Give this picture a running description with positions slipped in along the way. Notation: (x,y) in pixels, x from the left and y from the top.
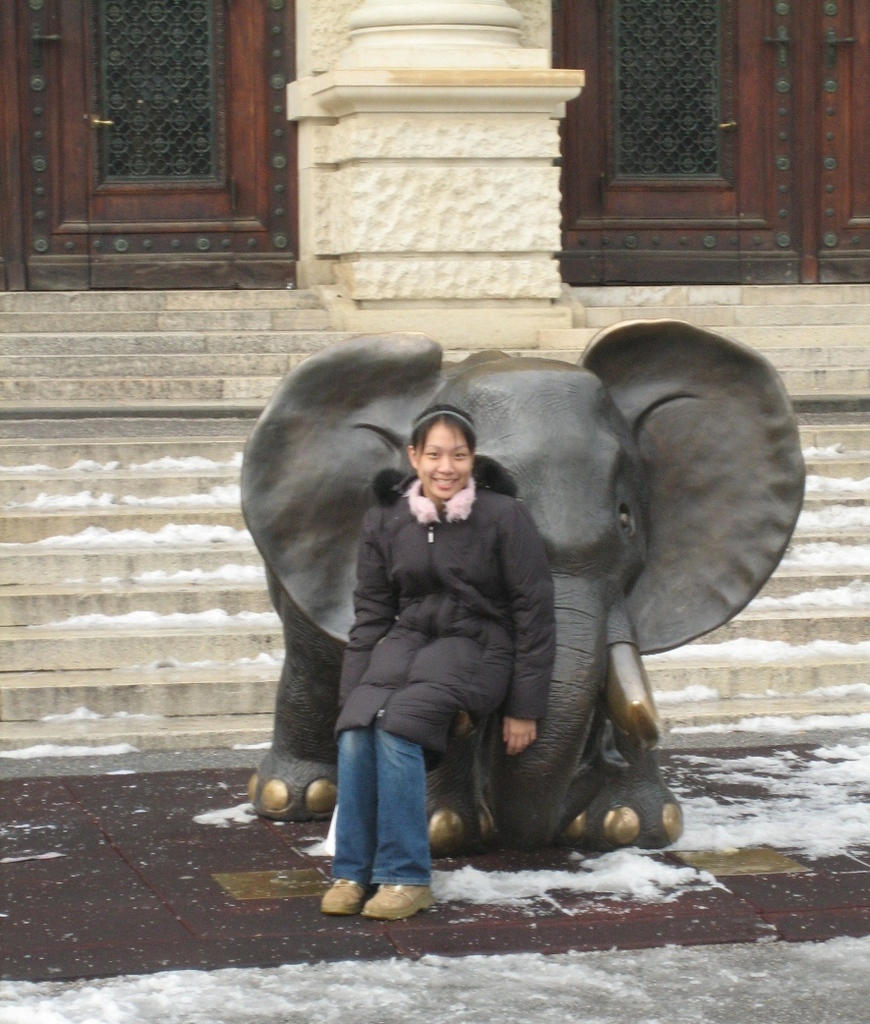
In this image there is one girl (438,668) sitting on the sculpture of an elephant (496,460) as we can see at bottom of this image (434,734) and there is a building (329,242) at top of this image (399,198). There is a door (582,149) at top right corner of this image (740,117) and top left corner of this image (129,118).
